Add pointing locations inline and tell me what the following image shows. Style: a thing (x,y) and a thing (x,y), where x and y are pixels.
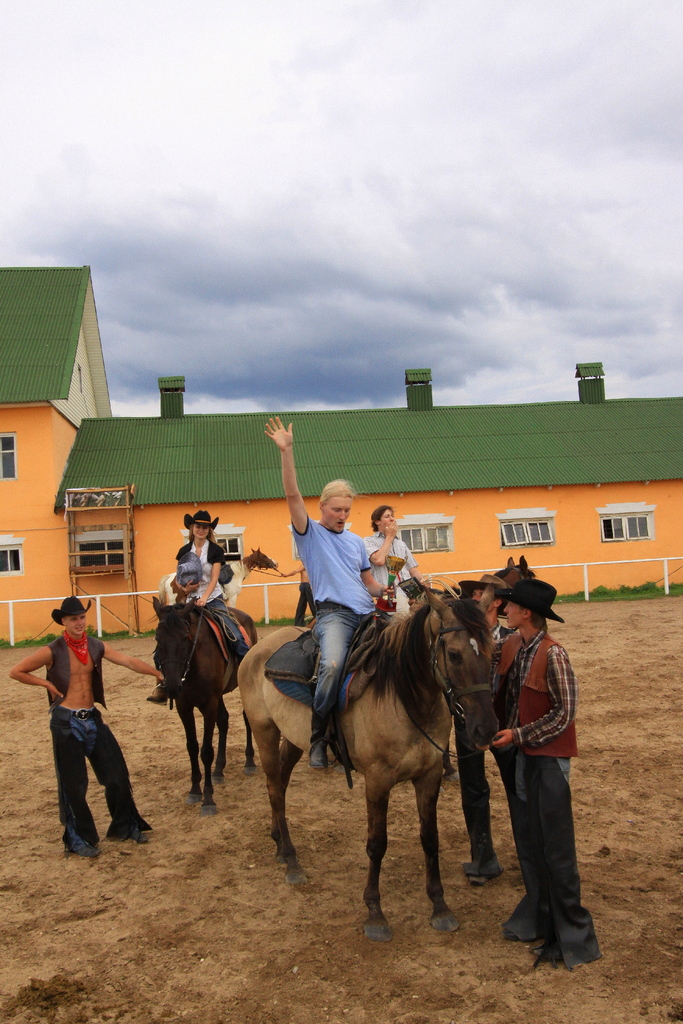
This is the picture of a building (427,473). In this image there are three persons (331,638) sitting on the three horses (405,668) and there are three persons (522,608) standing. At the back (240,450) there is a building (441,544) and there is a railing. At the top (344,129) there are clouds (174,93). At the bottom (112,921) there is grass (603,589) and mud (78,1003).
